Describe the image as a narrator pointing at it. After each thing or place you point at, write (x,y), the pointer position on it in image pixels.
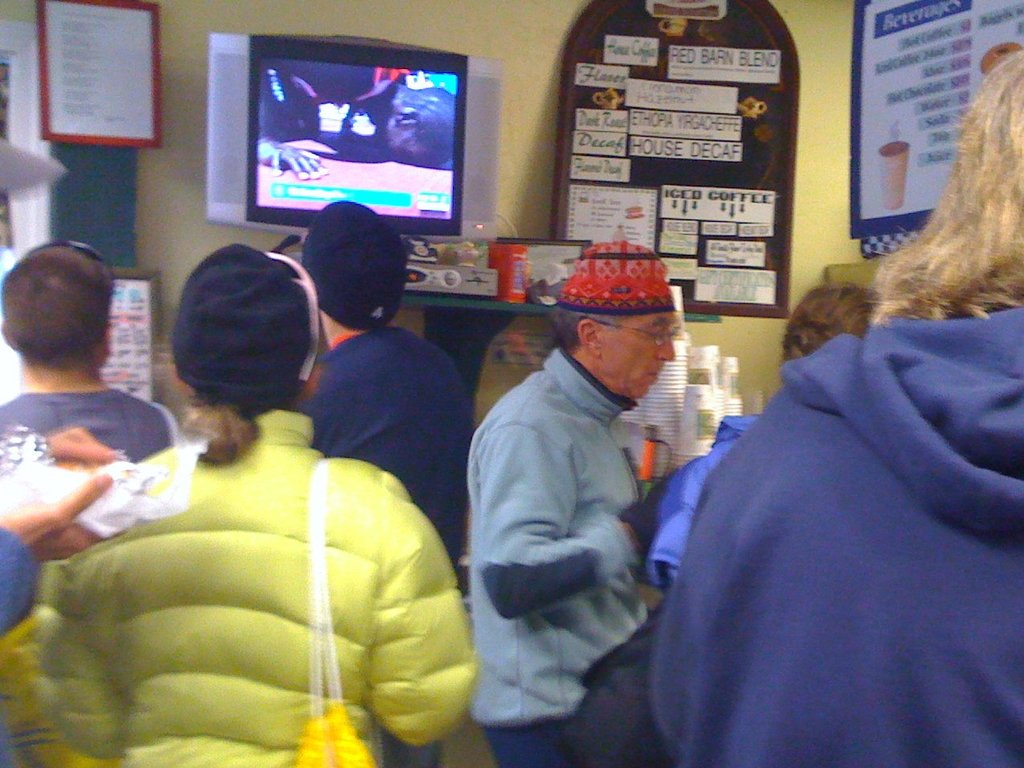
In the image we can see there are many people (430,535) around, they are wearing clothes (524,579) and some of them are wearing caps (620,283). Here we can see television screen (357,154) and the boards (651,161). Here we can see the text (915,98) on the board (904,120) and the glasses (670,393).
